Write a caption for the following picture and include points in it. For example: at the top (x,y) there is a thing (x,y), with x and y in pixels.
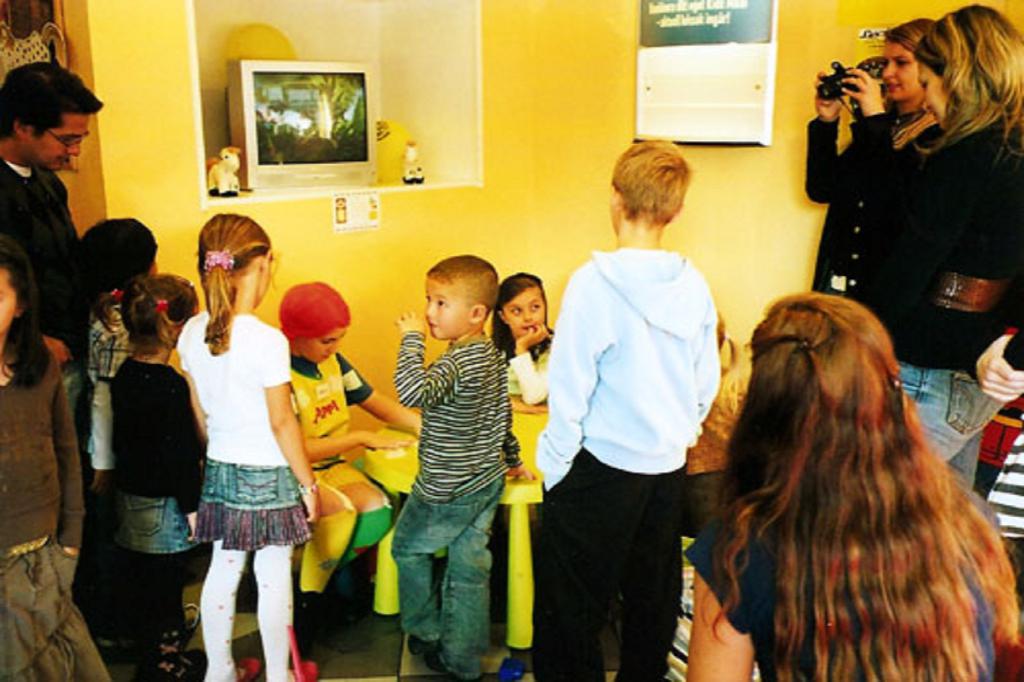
In this picture I can observe some children (243,390) in this room (433,432). On the right side (859,222) I can observe two women (899,244) standing on the floor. On the left side (284,118) I can observe a television (327,99). In the background (520,169) there is a wall (445,218).
